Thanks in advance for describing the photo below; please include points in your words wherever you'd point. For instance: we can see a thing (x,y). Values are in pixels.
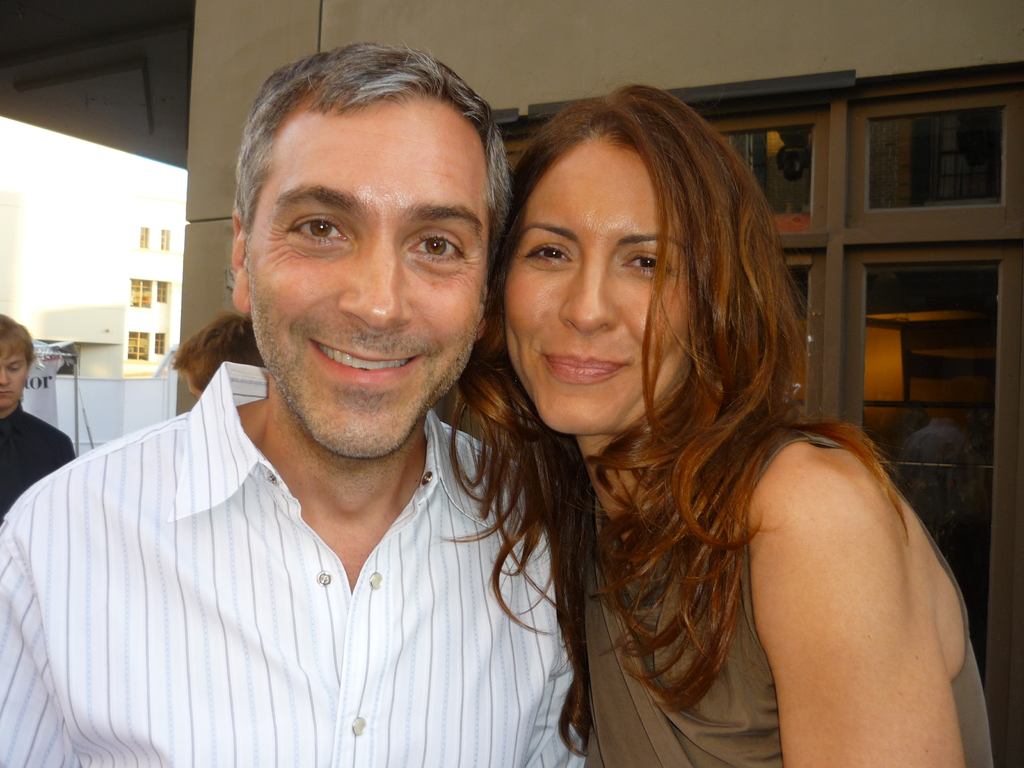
In the image we can see in front (119,572) there are people (431,576) standing and behind there is a building (225,172). There are other people (181,369) standing at the back (45,434).
